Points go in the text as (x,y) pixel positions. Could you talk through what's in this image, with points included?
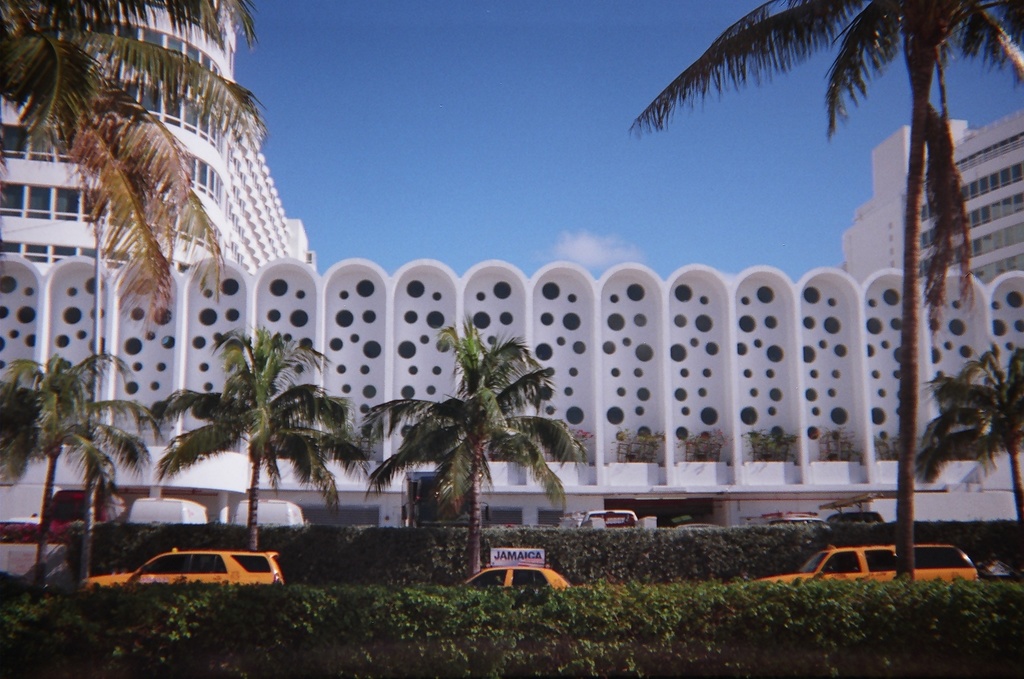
In this image I can see plants (125,533), cars (928,557), trees (329,456) and buildings (685,328) at the back (549,350). There is sky (855,159) at the top (838,162).
